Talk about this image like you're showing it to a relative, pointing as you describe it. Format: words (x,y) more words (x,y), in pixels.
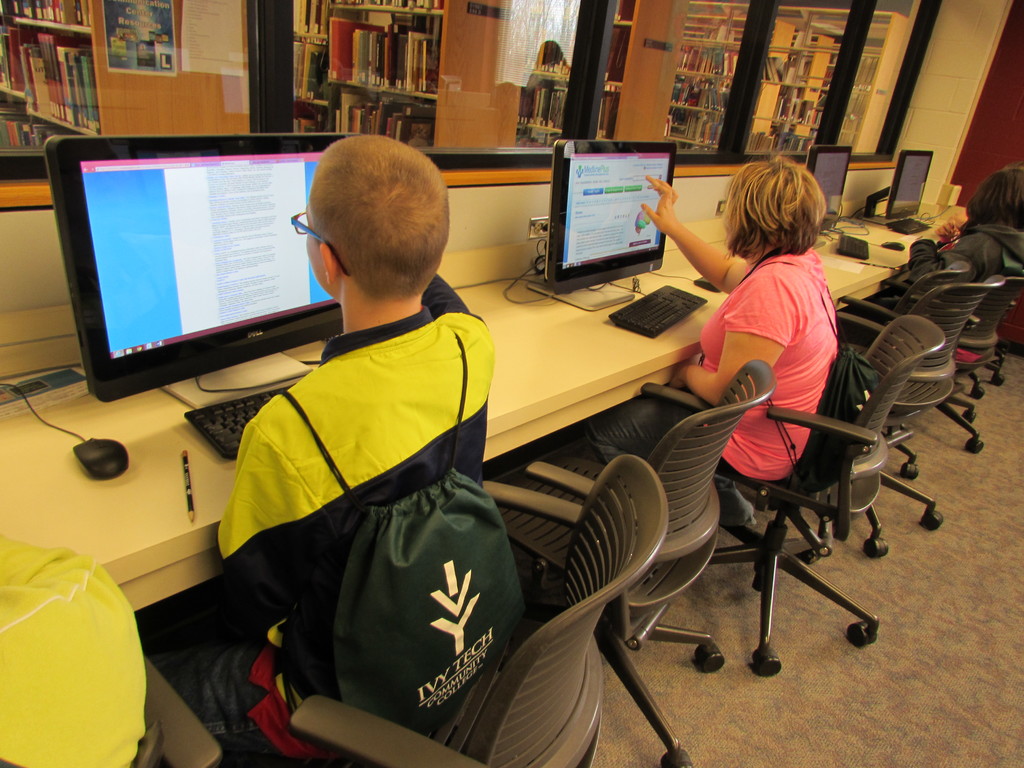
This picture is clicked inside. In the foreground (507,651) we can see the chairs (570,614) and the monitors (252,230), mouses (90,447), keyboards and some other objects (861,225) are placed on the top of the desks (79,425) and we can see the group of persons (462,378) sitting on the chairs (930,289) and working on the computers (633,217). In the background (425,56) we can see the cabinets (452,46) containing many number of books (395,33) and we can see some other items (138,52).
